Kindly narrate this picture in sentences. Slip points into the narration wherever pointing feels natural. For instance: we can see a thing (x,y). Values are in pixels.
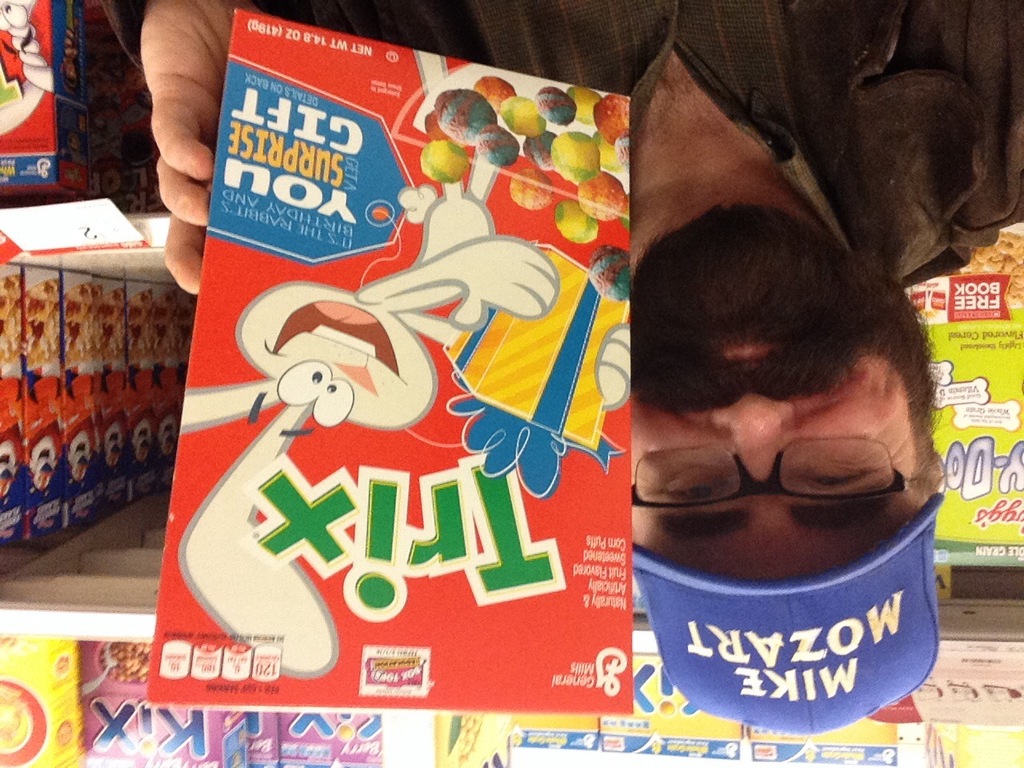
This man (806,98) wore cap (868,683), spectacles (864,486) and holding a food box (213,353). In this rack (57,259) there are food boxes (46,193).
